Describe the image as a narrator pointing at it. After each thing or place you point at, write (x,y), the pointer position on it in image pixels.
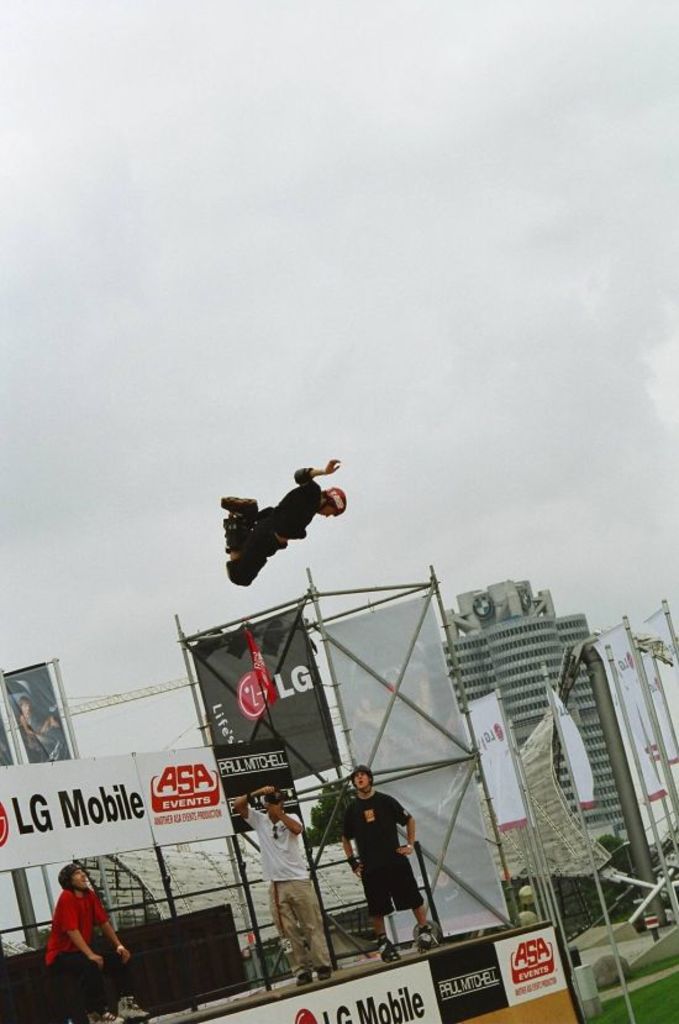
In this picture we can see group of people (279,855), in the middle of the image (298,501) we can find a man (293,494), he is in the air (188,564), behind to them we can see few hoardings (199,765), in the background (519,683) we can find few buildings (532,658) and poles (635,823).
